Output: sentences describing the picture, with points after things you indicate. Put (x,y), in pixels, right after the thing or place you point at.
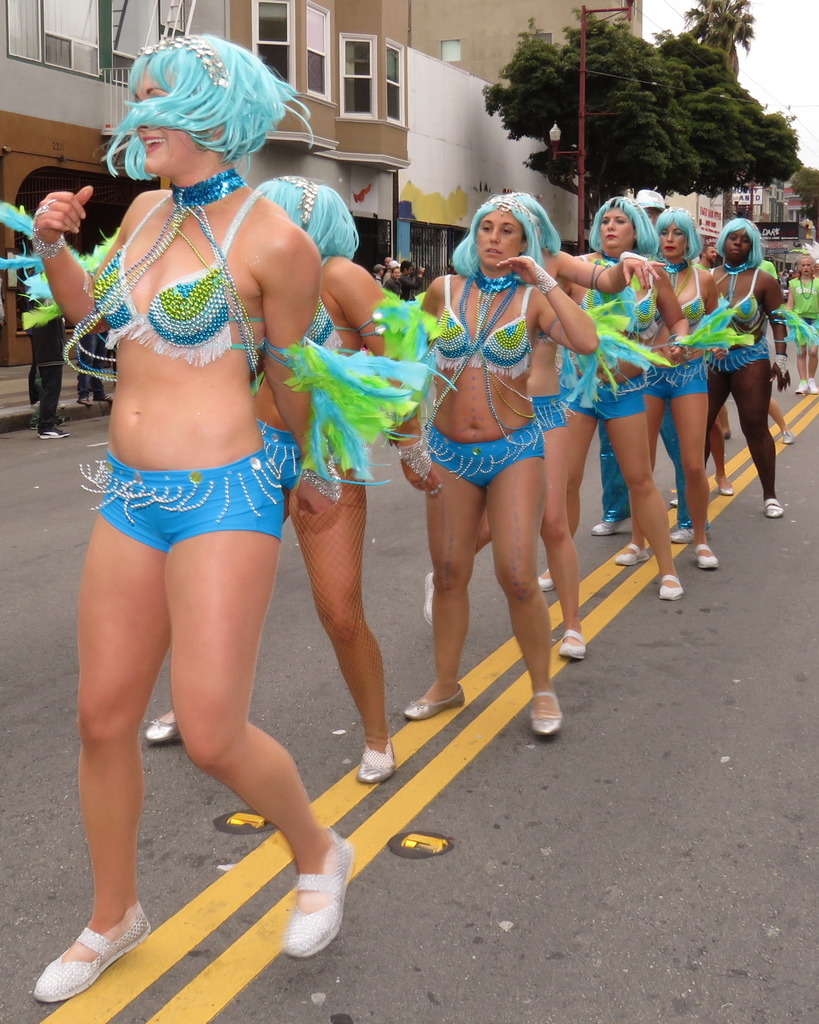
This is outdoor picture. This picture is highlighted with few women (321,464) standing in a queue and giving a dance performance wearing a same dress (221,476) and they wore a wig (200,98) which is blue in colour and they also wore same shoes (345,861). On the left side of the picture (270,25) we can see building (369,27) which is painted in cream colour and white. These are the windows (372,86). There are trees (660,119) near to the building (343,72). On the background of the picture (769,201) we can see few buildings (782,205). On the top (780,72) there is a sky (783,53) and it looks like a cloudy day. We can also see few men (55,423) standing near to the building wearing a black trousers (54,382) and shoes (48,435).
